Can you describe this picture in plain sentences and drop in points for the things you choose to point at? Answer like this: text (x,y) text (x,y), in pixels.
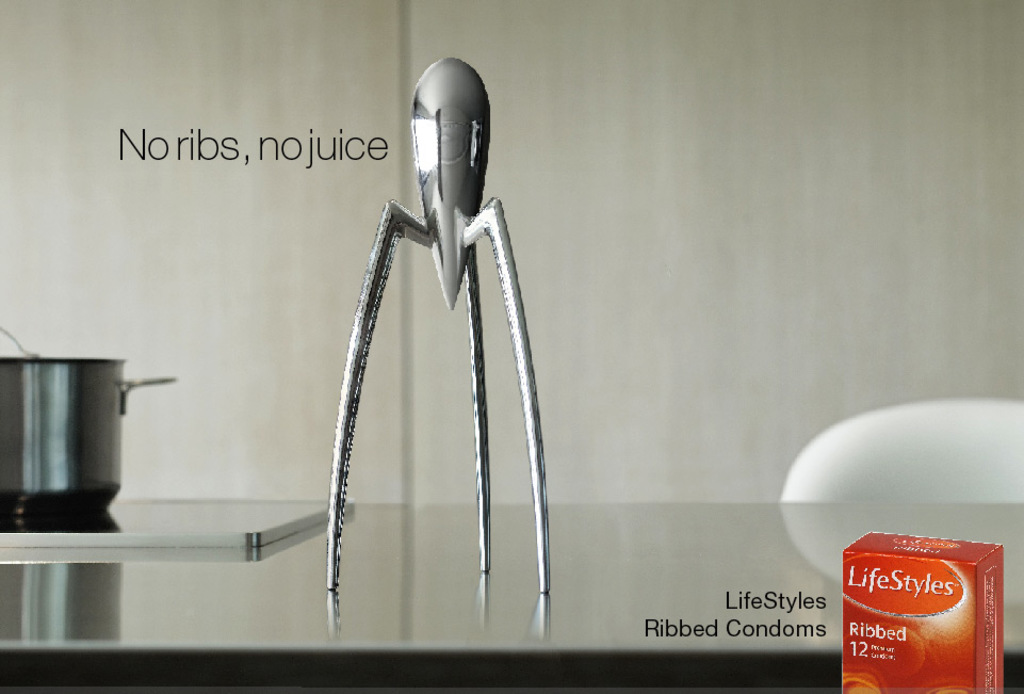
In this image I can see a sculpture (468,133) and bowl (18,389) and tray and text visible on table (682,624), behind table (357,649) there is a chair (938,463) and red color box (932,555) visible on right side (873,607), background (780,198) is white.
